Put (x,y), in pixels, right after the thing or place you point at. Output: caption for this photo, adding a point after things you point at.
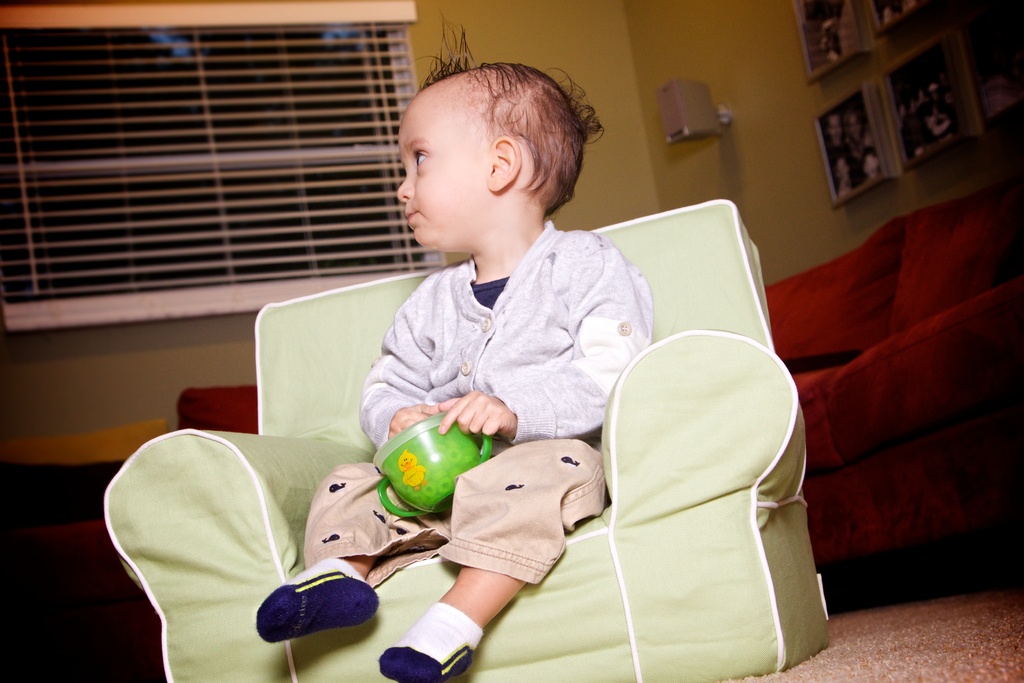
There is a boy (531,187) sitting on chair (696,643) and holding a cup (393,442) behind him there is a sofa (946,311) and beside that there is a lamp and photo frames (845,181) hanging on wall (731,127).
